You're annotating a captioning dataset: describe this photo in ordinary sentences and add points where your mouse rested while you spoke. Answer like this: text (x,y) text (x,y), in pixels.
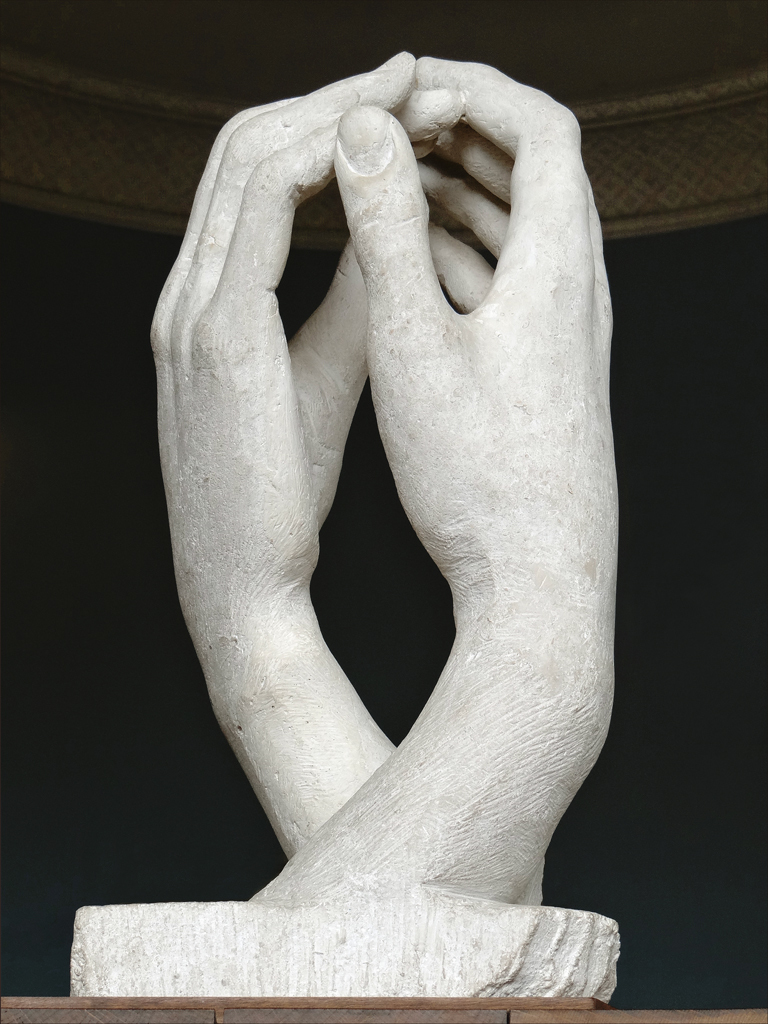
This is a picture of a statue (272,722) of two hands (429,716), and there is dark background (23,466).
